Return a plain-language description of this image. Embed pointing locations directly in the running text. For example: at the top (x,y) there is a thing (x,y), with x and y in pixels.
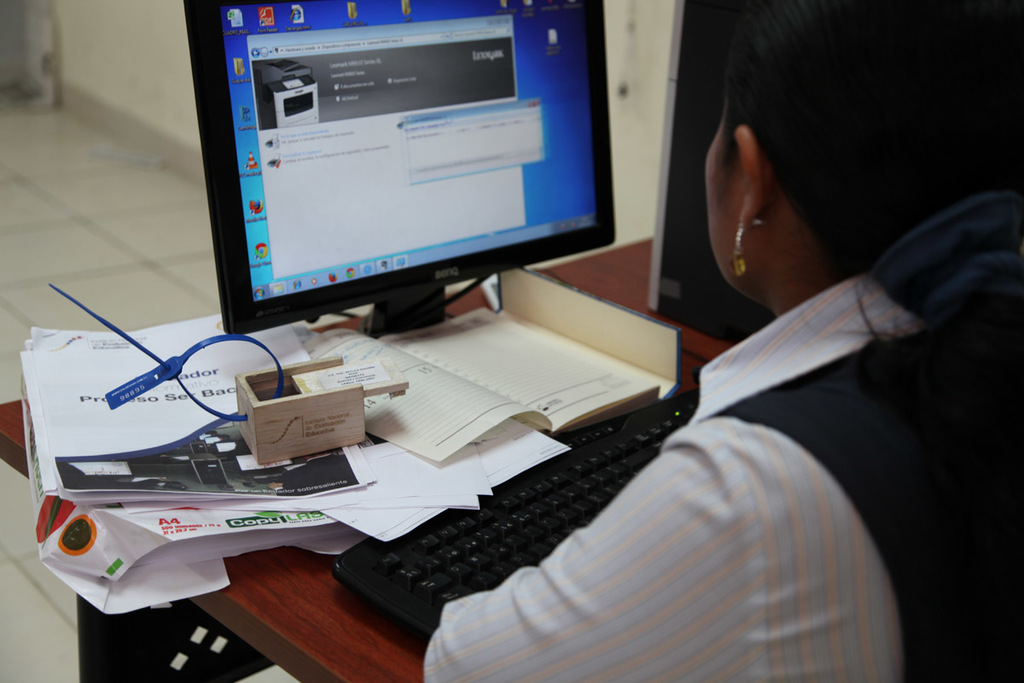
This is the picture inside of the room (466,219). There is a person (832,365) sitting behind the table (281,603). There is a computer (464,72), keyboard (667,418), papers (423,425) on the table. At the back (169,63) there is a wall (117,73) and at the right (709,111) there is a CPU (658,208).
